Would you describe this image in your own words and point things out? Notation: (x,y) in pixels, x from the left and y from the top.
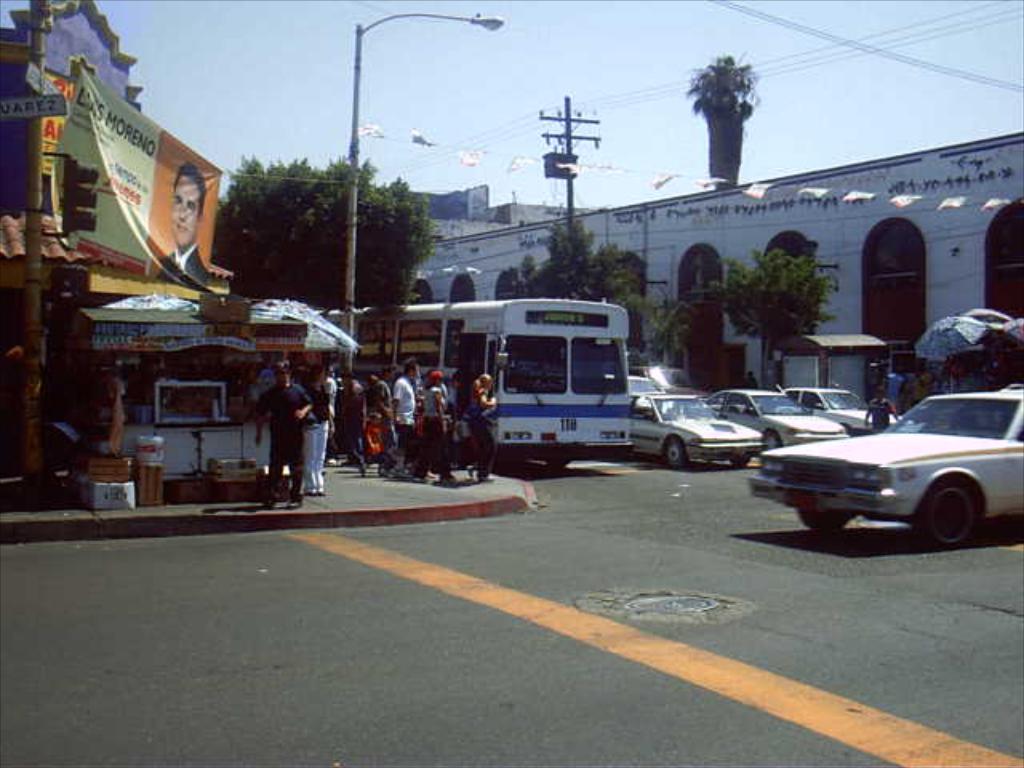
This image is clicked on the roads (381,540). There are many vehicles (786,503) in this image. On the left (99,390), we can see a building (116,268) and a stall (183,346). On the right (871,239), there is a building (696,262) along with the trees (608,276). At the top (290,71), there is a sky (262,62). At the bottom (51,717), there is a road (232,740).
